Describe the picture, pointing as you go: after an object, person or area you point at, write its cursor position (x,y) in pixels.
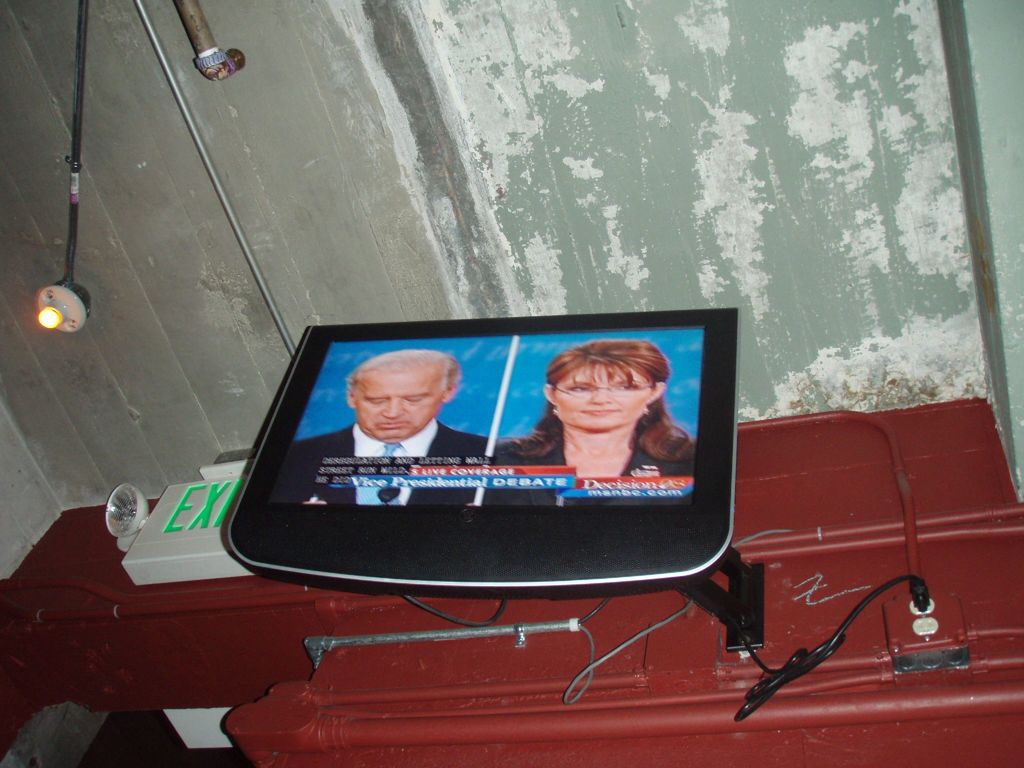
In this picture I can see black colored gadget (534,460) with two persons (481,449), and at the bottom (715,623) there is a maroon color object (778,590) with some wires (815,649). there is a white color exit box (195,552) on top of it. In the background (490,186) there is a painted wall (534,60) with some pipes (177,98) and light (55,317).
